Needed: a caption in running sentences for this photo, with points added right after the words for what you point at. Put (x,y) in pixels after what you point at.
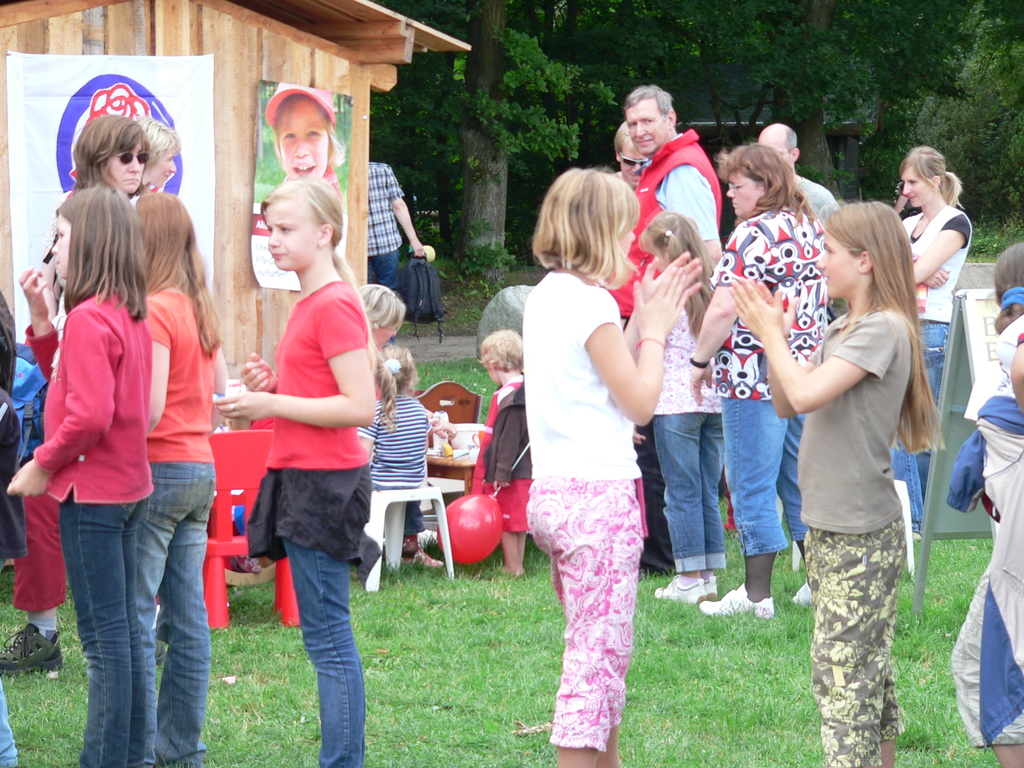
In this picture we can see a group of people (343,700) standing on grass (466,626), chairs (417,494), balloon (451,508), banners (213,243) on the wall (132,14) and in the background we can see trees (637,69).
